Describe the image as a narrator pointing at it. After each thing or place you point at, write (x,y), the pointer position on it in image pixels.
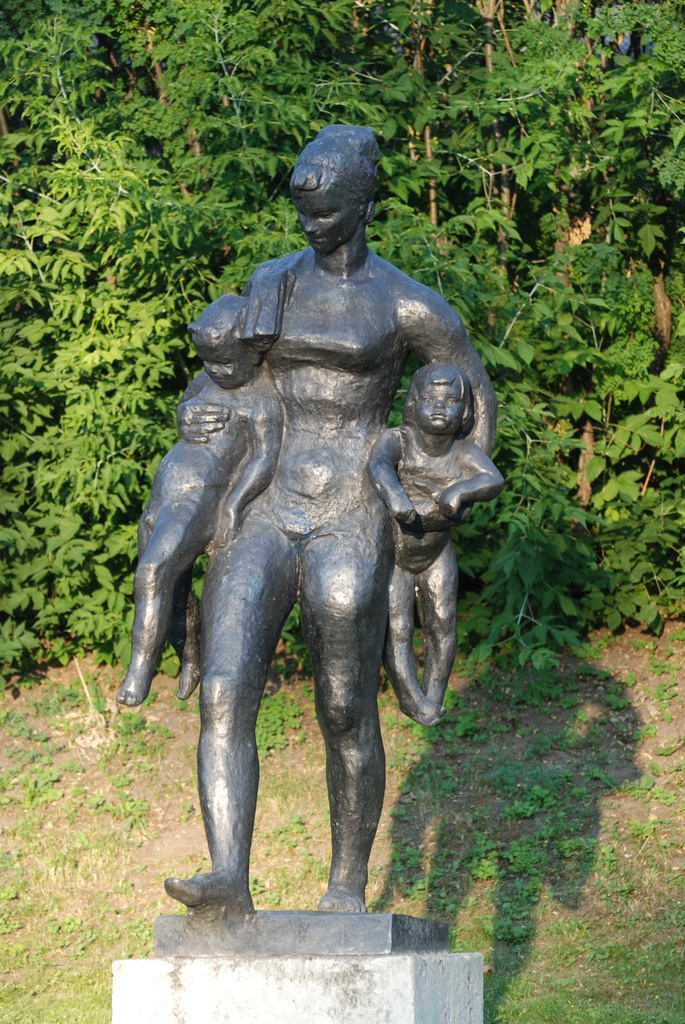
This is the sculpture (314,412) of the woman (334,532) holding two kids (431,492). These are the trees (87,347) with branches (556,244) and leaves (552,152). I can see the shadow (498,788) of the sculpture (336,451).
